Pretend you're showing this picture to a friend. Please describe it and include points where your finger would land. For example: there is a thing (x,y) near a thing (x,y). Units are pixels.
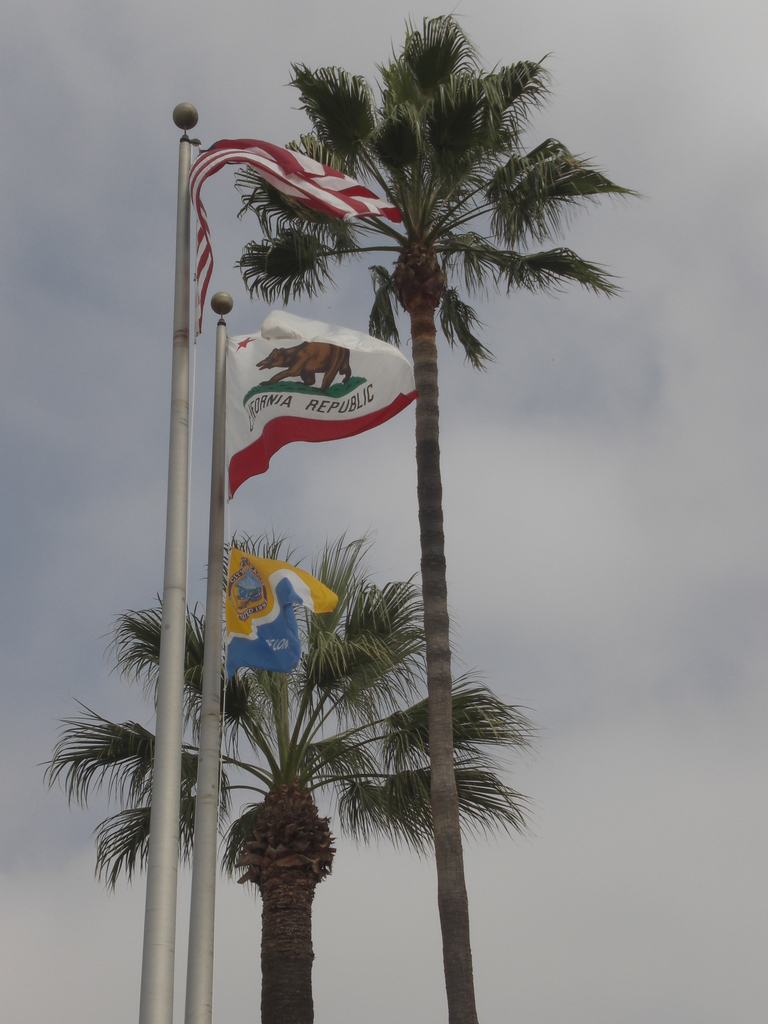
In this picture I can see couple of trees (299,754) and couple of flag poles (205,677) with three flags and a cloudy sky (462,292).
